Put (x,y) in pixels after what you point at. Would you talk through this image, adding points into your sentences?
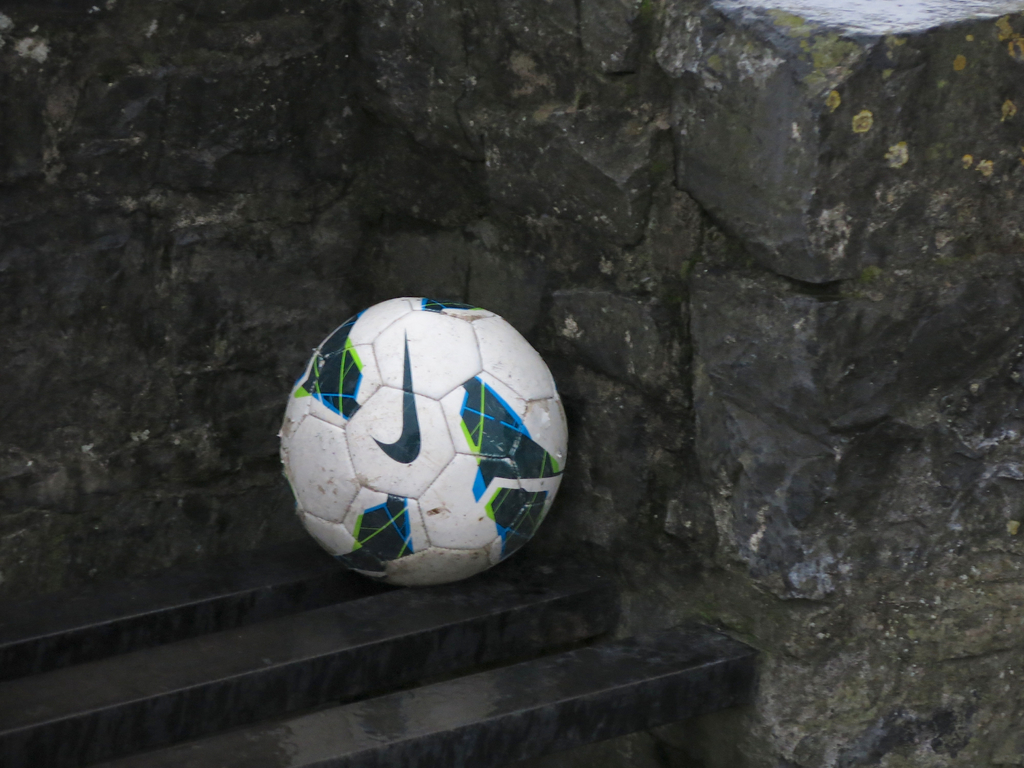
In this picture there is a ball (403,409) in the center of the image (530,377), on the stairs (27,594) and there are rocks (522,141) behind it.
